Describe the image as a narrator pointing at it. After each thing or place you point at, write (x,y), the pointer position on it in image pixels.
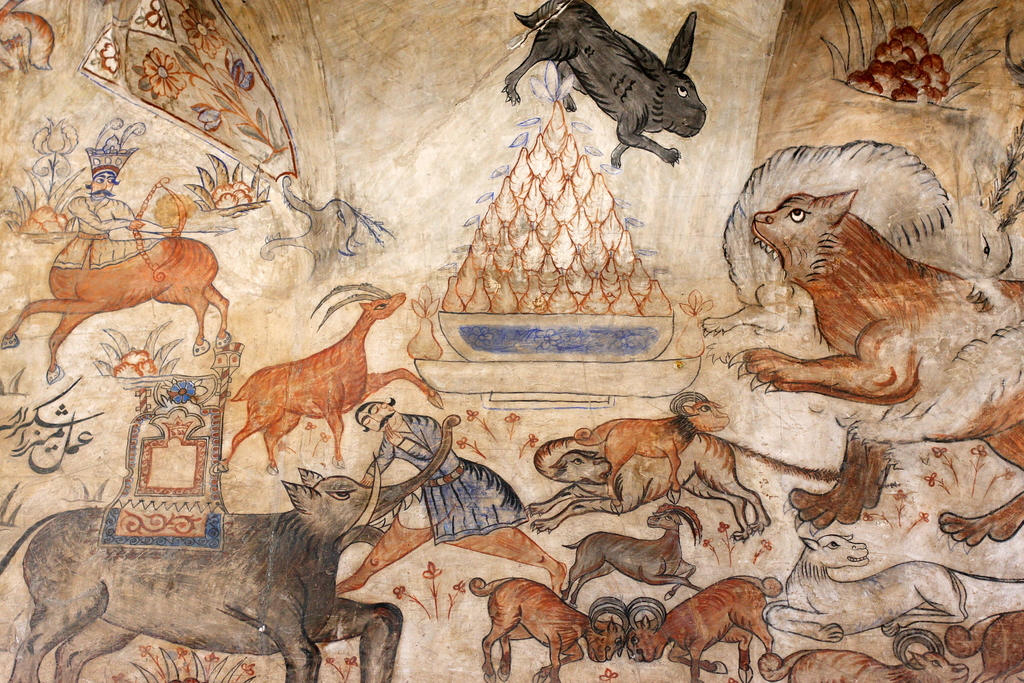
This image consists of a poster (536,275). In which we can see the drawings (464,511) of animals (663,527) and a man (458,488).
